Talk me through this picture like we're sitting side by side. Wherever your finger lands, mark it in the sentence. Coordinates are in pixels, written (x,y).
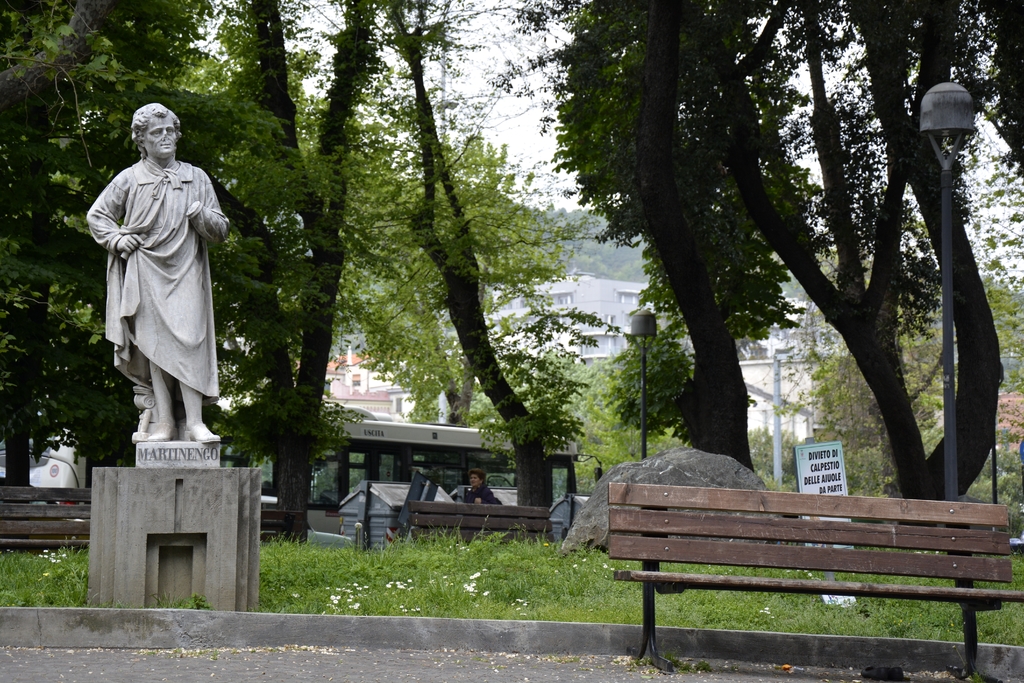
In this image, There is a road (61,668) in gray color, There is a chair (821,528) which is brown color, In the left side (113,564) there is a statue (176,274) which is in gray color and in the background (882,217) there are some trees (671,132) in green color, In the right side of the image (947,327) there is a street light (949,423) which is in black color.
